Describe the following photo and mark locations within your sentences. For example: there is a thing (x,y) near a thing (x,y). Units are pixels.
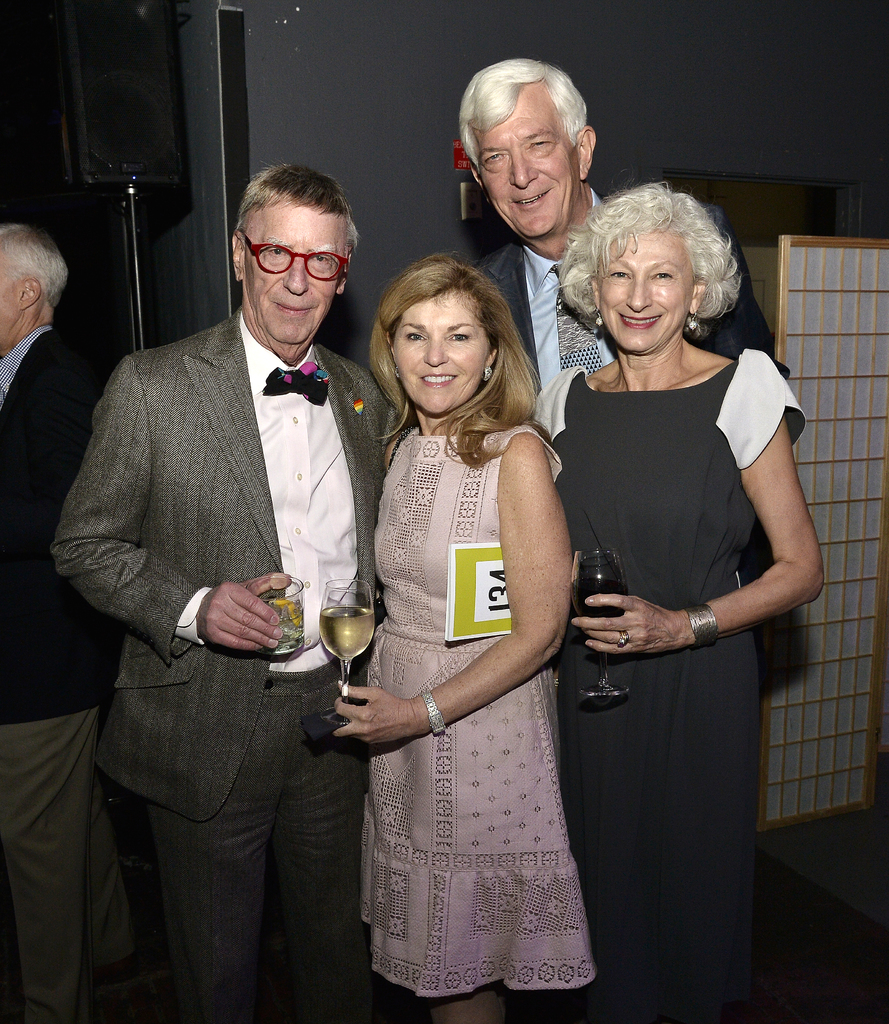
There are four people (318,367) standing. In the left (241,584) a person (269,608) is holding glass (286,638) and wearing a specs (262,260). And the lady (440,605) in the center (425,638) is holding a wine glass (362,641) and a book (477,598). In the background (569,18) there is a wall (452,20).
